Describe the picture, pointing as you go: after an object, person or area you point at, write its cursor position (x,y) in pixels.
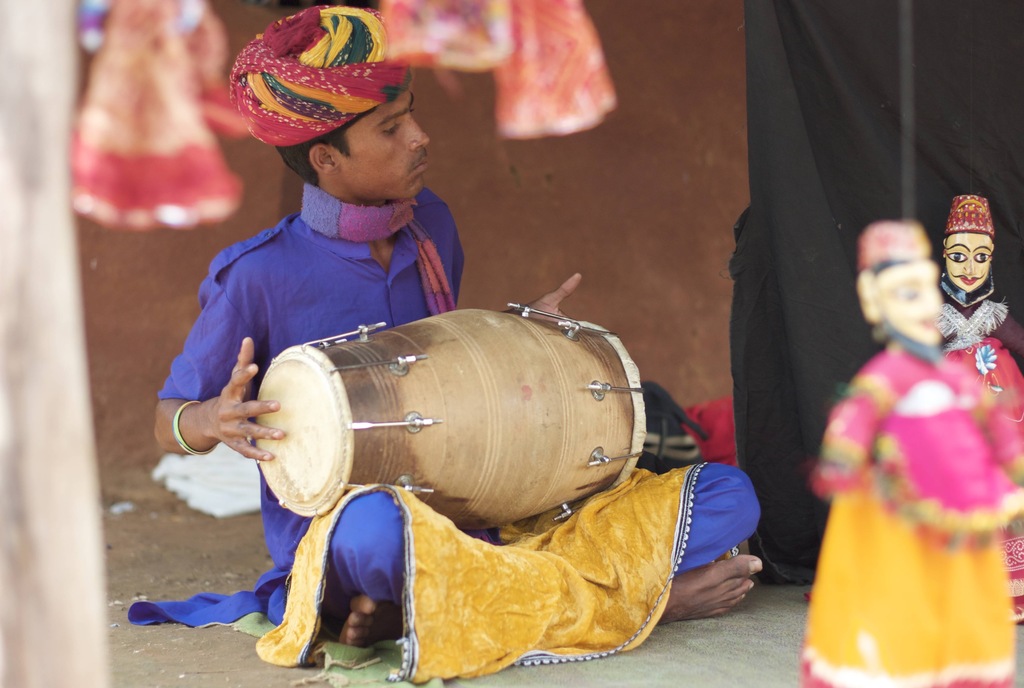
Man (337,231) playing drum (427,447) here there are two toys (945,435).
